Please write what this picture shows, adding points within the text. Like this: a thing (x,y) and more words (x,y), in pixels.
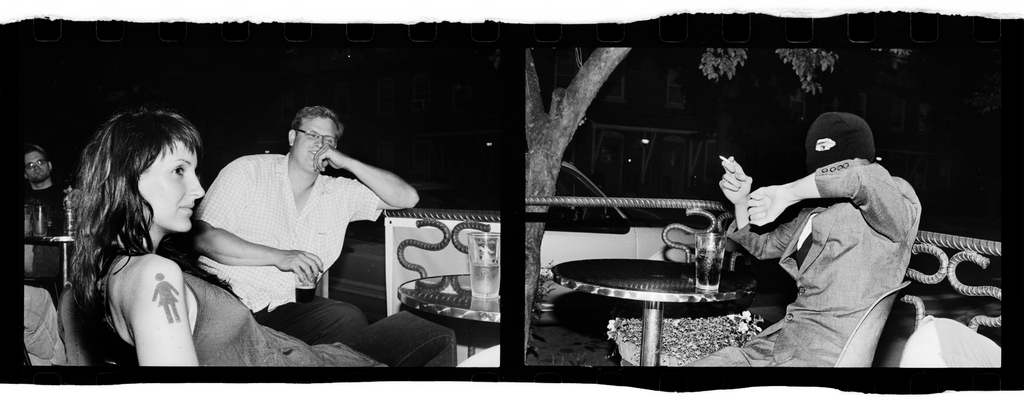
In the image I can see the collage of two pictures in which there is the person (780,262) who is sitting in front of the table (728,290) on which there is a glass (718,277) and in the other picture there are two people (286,202) sitting in front of the table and also I can see a tree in the right side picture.
